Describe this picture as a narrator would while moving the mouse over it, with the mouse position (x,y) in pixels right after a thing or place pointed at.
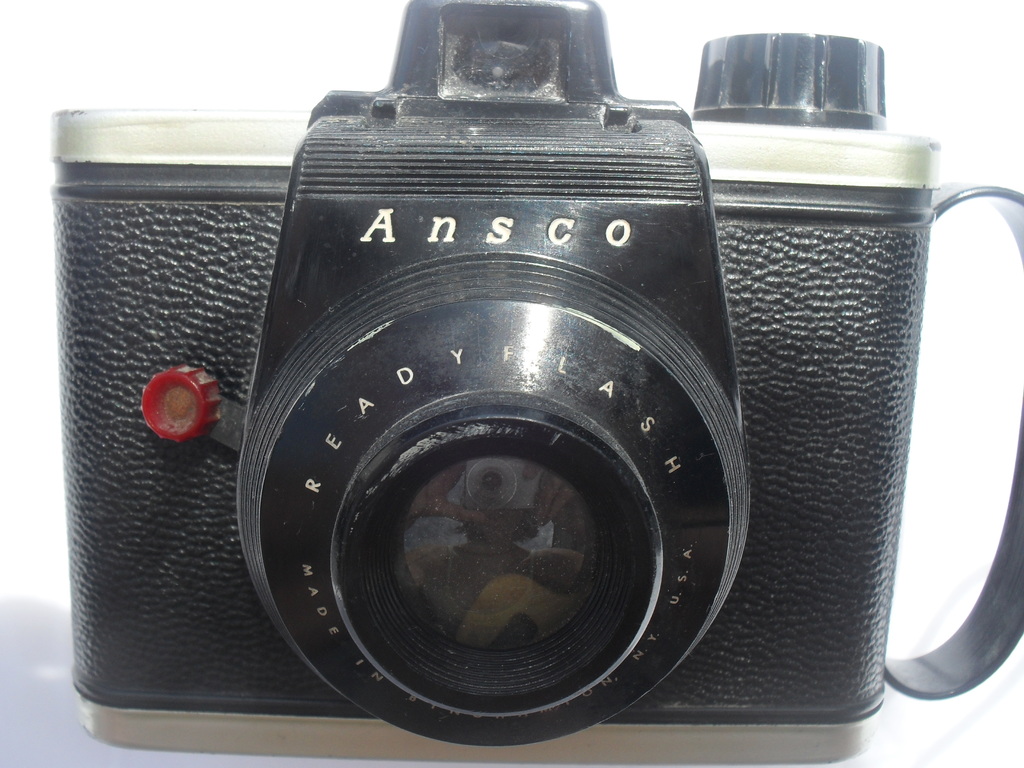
In the picture we can see a camera (443,456) which is black in color is on floor (325,761).
